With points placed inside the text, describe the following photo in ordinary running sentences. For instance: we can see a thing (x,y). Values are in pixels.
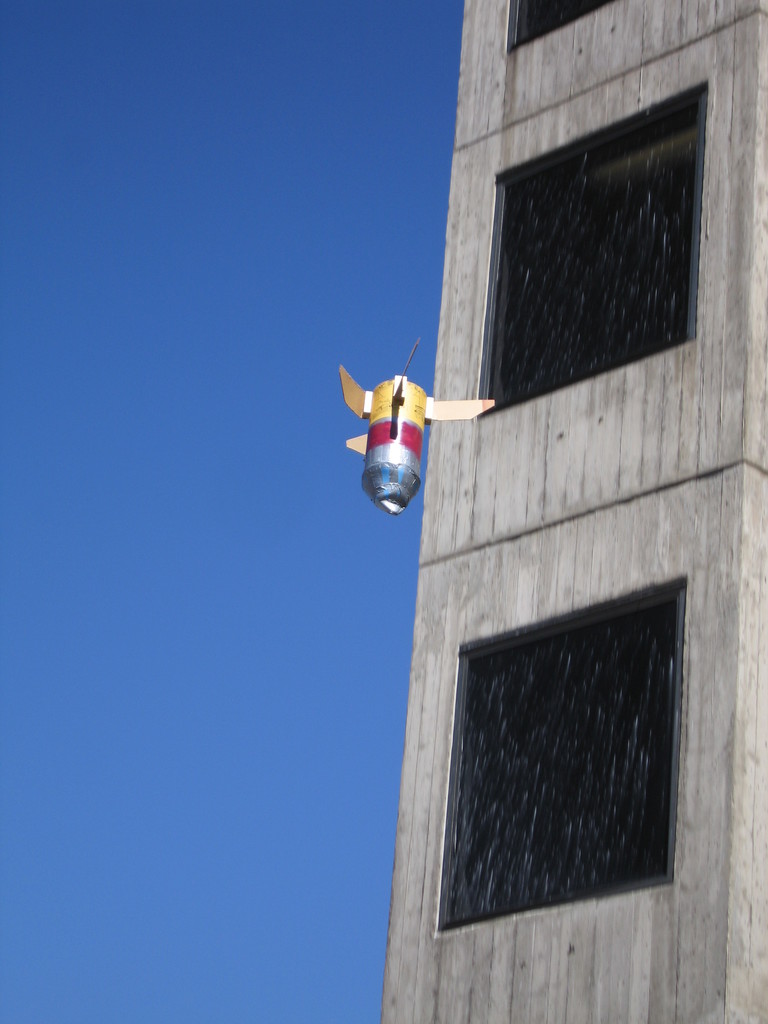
Here in this picture, in the middle (388,409) we can see a thing (388,437) flying in the air (333,493) and beside that we can see a building (472,357) with number of windows (471,746) on it and we can also see the sky (239,323) is clear.
